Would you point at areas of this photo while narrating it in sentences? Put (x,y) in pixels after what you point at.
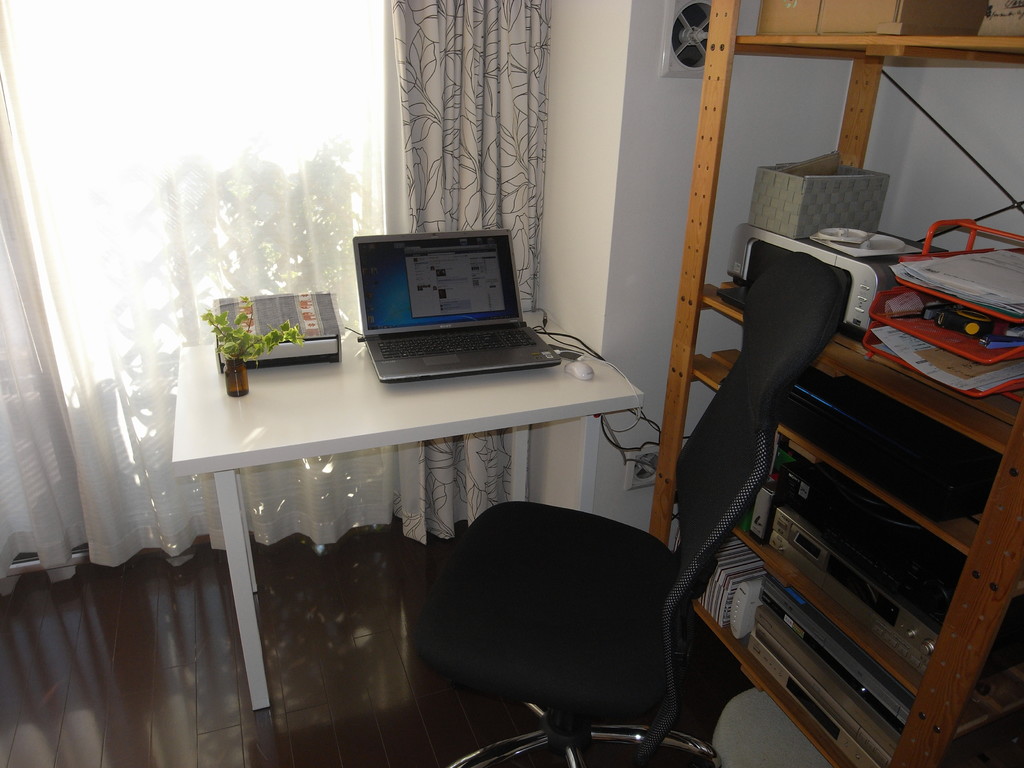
In this picture we can see the inside view of a room (292,587). This is table (274,440), on the table (476,387) there is a laptop (522,345) and mouse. These are the cables (603,359). This is chair (660,687). Here we can see a rack (1011,702). This is the wall (614,172) and there is a curtain (134,193).
